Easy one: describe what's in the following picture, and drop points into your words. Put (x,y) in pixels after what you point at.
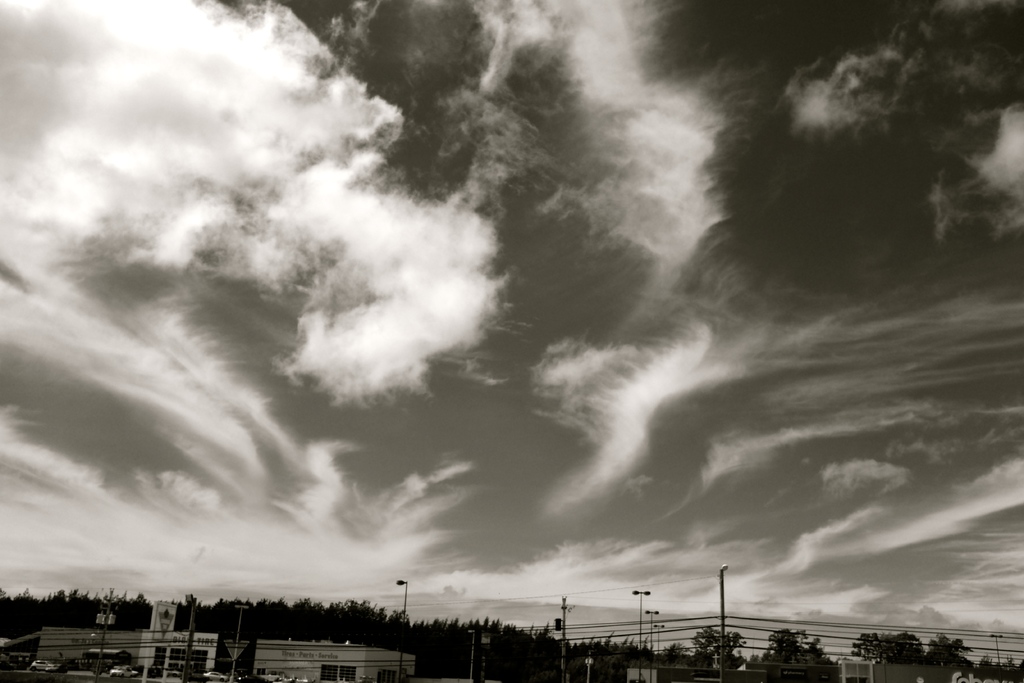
In this picture we can observe trees (381,634). There are some cars (203,675) on the road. We can observe some poles (654,611) and wires (679,620). In the background (567,635) and there is a sky (347,282) with some clouds (347,282).
